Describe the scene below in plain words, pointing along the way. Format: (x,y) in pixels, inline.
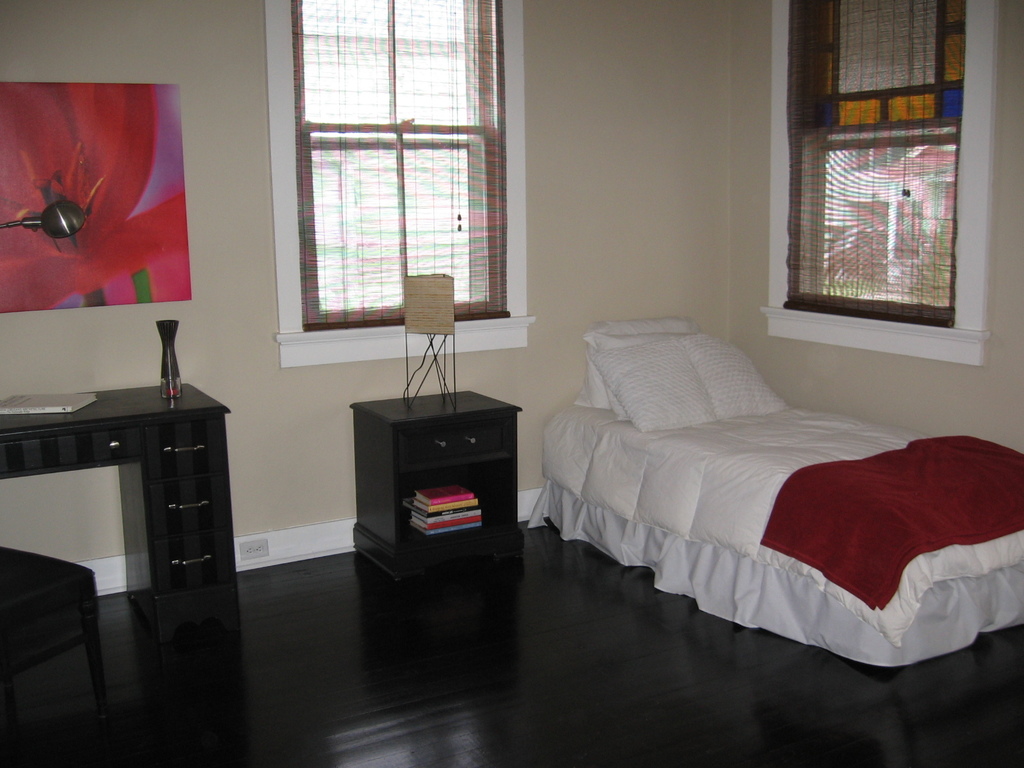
This is a picture of a bed room (881,404) where we have cupboard (463,464), books (472,505), bed (674,429), blanket (707,480), pillows (596,360), window (279,78), frame (117,120) attached to wall (18,364), lamp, chair (99,638).
